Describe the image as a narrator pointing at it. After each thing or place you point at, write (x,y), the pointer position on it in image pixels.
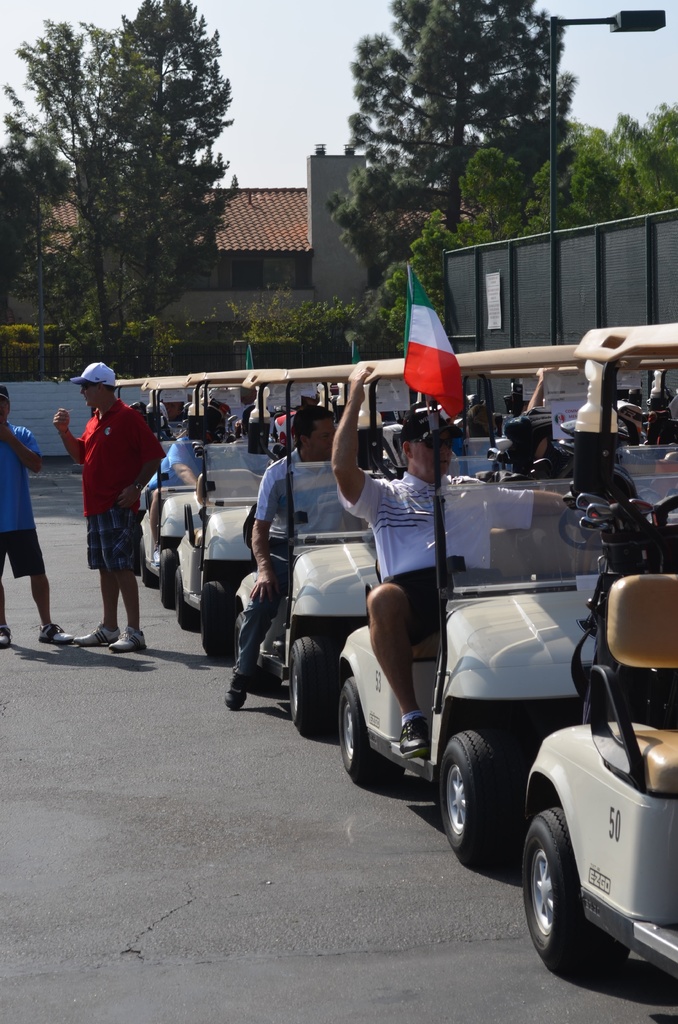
In the image we can see some vehicles (677,340) on the road (475,1014) and two persons (109,368) are standing. Behind them there is wall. Behind the wall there are some plants (458,242) and trees (36,195) and poles (561,278) and building (329,268). At the top of the image (79,22) there are some clouds (93,1) and sky (85,13).
